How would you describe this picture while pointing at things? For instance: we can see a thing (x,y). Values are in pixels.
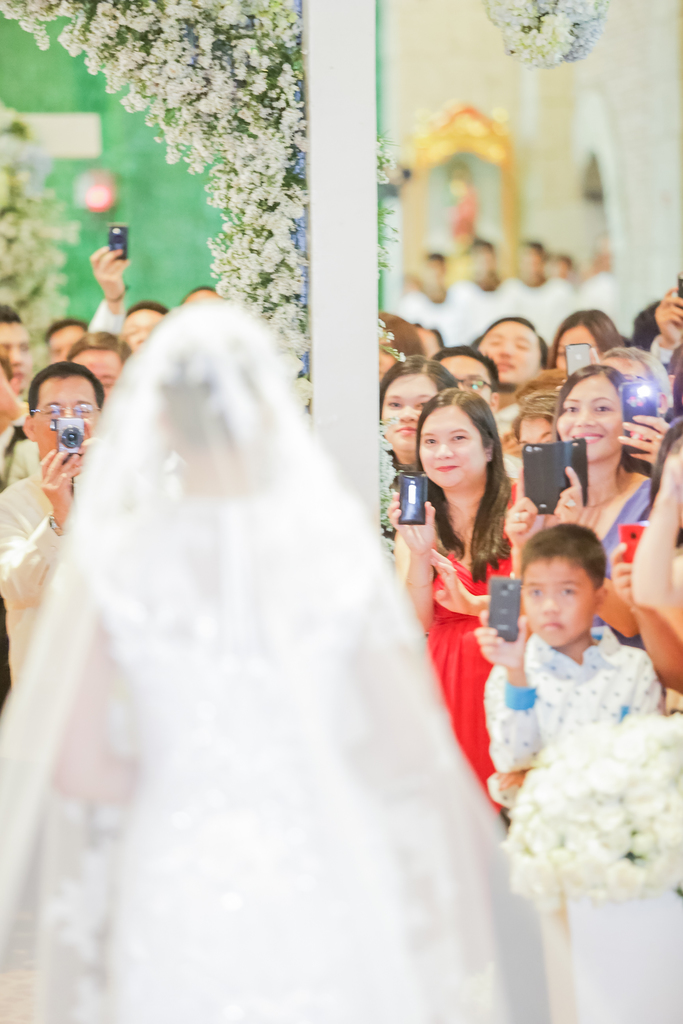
In this image I can see the person (194,621) with the white color dress (248,738). To the right (511,846) I can see the flower bouquet (511,846). In the background (604,515) I can see the group of people (521,568) with different color dresses (37,479) and few people (37,479) are holding the cameras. I can see the decorative flowers (287,200) and there is a blurred background (414,258).
